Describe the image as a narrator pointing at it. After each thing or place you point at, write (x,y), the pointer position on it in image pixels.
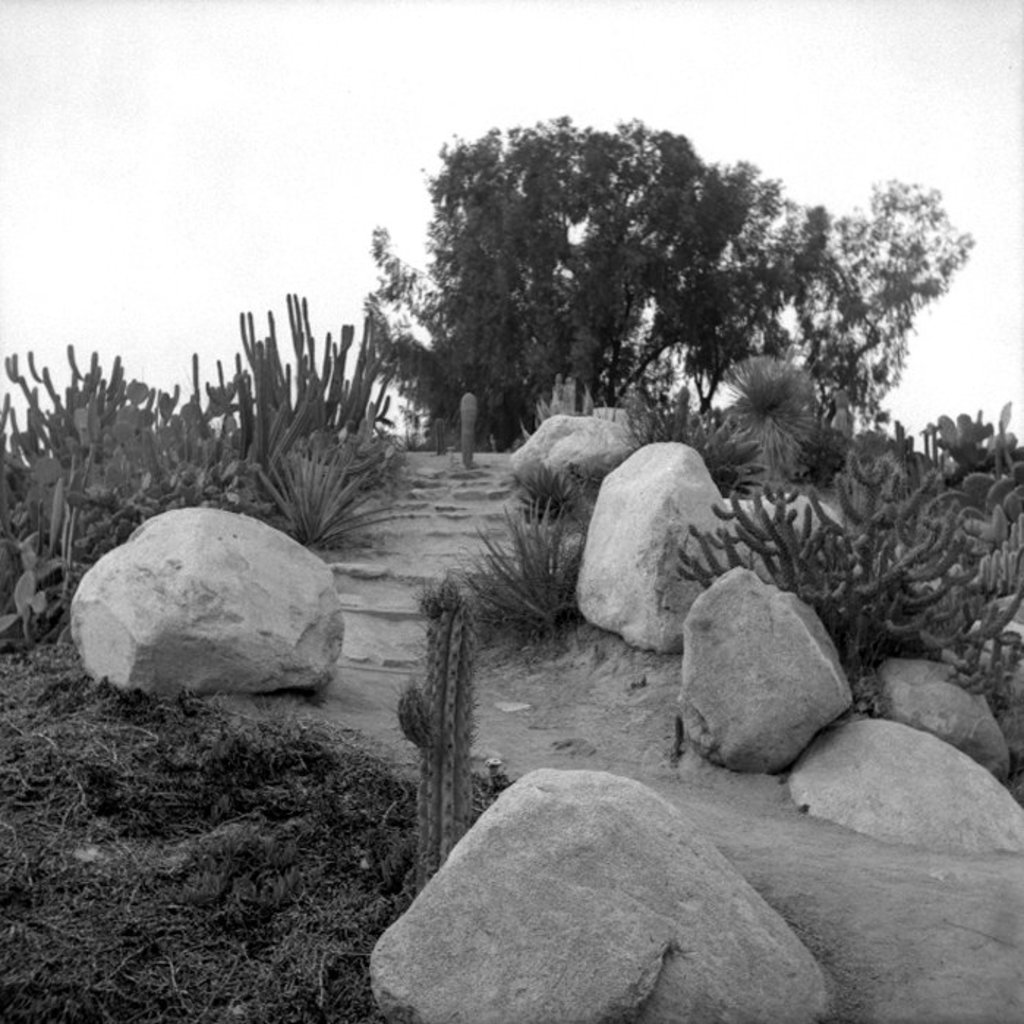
This is black and white picture, in this picture we can see grass (73,823), plants (889,588), rocks (417,969), path (863,864) and trees (632,373). In the background of the image (609,92) we can see the sky (691,70).
